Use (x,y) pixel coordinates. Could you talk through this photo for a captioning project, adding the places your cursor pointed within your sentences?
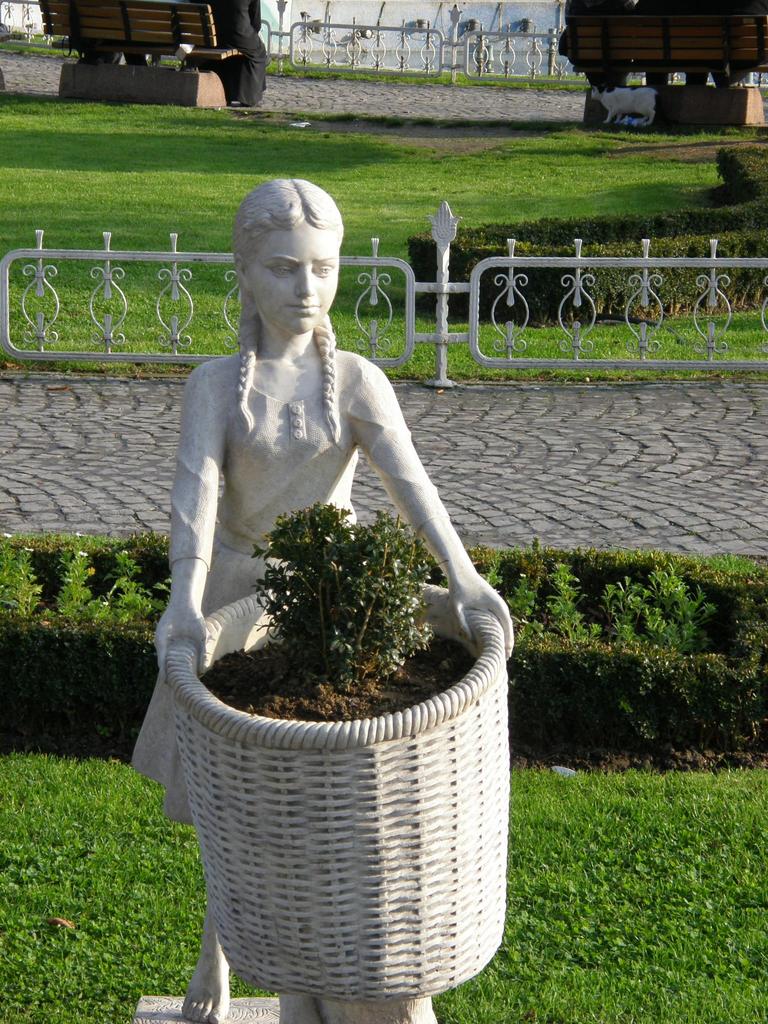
In this image we can see a potted plant (340,680) and statue (284,471). Behind the statue (298,432), we can see pavement (590,478), grassy land (575,381), with fencing (109,293) and benches (106,25). We can see one person (250,40) is sitting on a bench (201,25) and there is a cat (626,103) on the grassy land (600,142).
